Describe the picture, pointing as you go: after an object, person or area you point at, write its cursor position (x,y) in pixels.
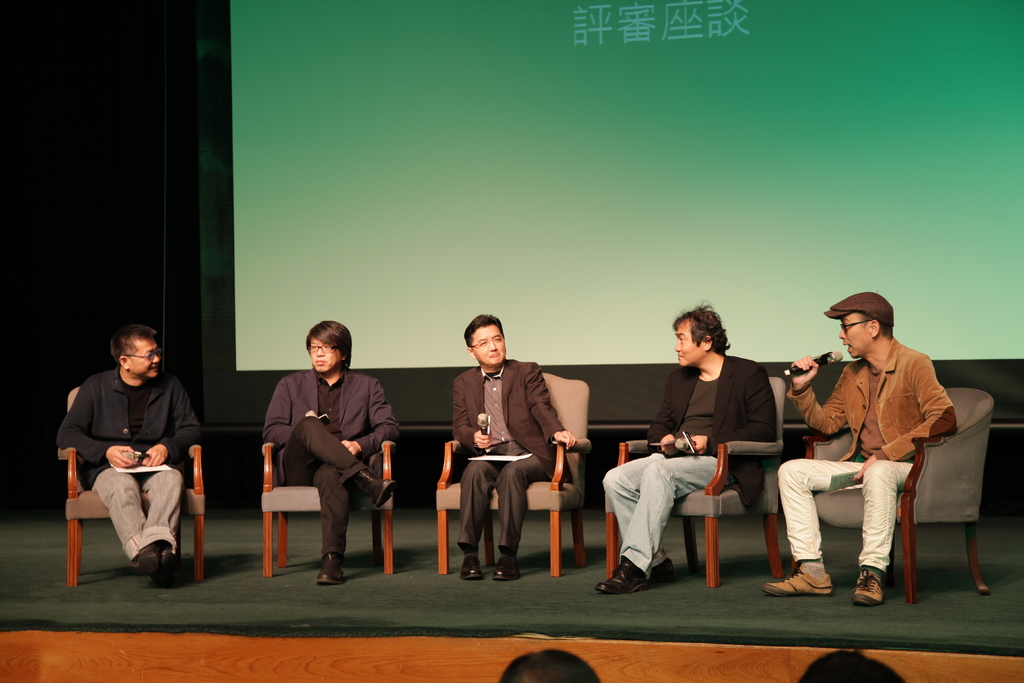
In this image we can see a group of people (517,525) sitting on the chairs (579,541) on the stage (412,541) holding mikes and papers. On the backside (221,390) we can see the projector (511,294). On the bottom of the image (586,664) we can see some people (568,663).
